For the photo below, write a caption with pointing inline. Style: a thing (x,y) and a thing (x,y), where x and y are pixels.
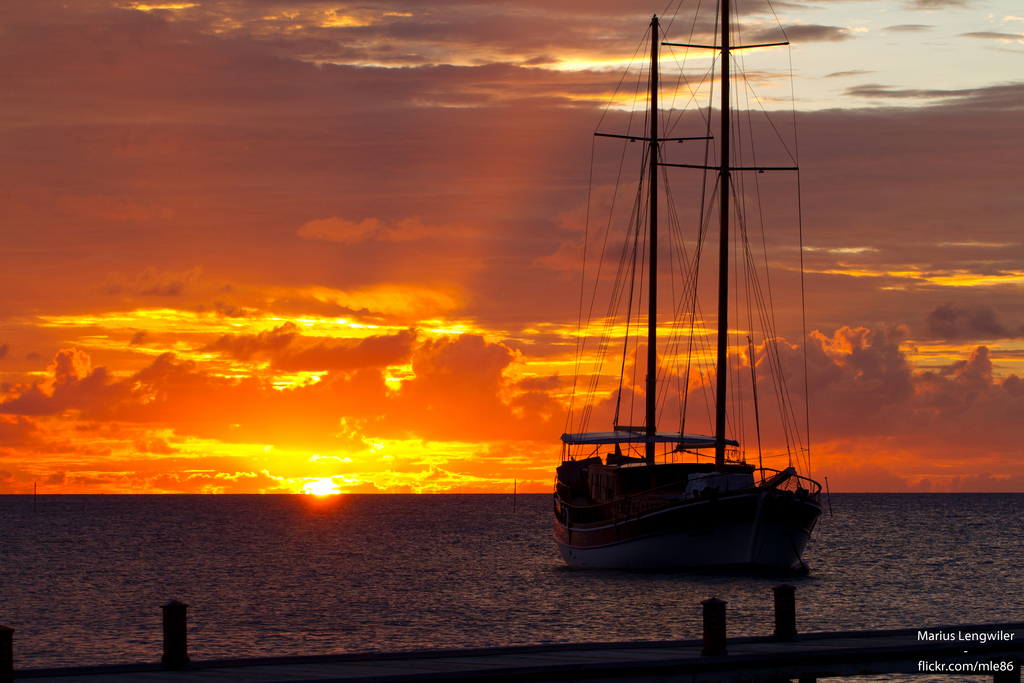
In this picture we can see a ship (624,533) on the water (634,581) and on the ship (650,490) there are poles (651,424) with ropes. Behind the ship (598,463) there is a sun (316,486) and a sky (422,234). In front of the ship (596,507) there is an object (919,654) and on the image there is a watermark (959,650).
